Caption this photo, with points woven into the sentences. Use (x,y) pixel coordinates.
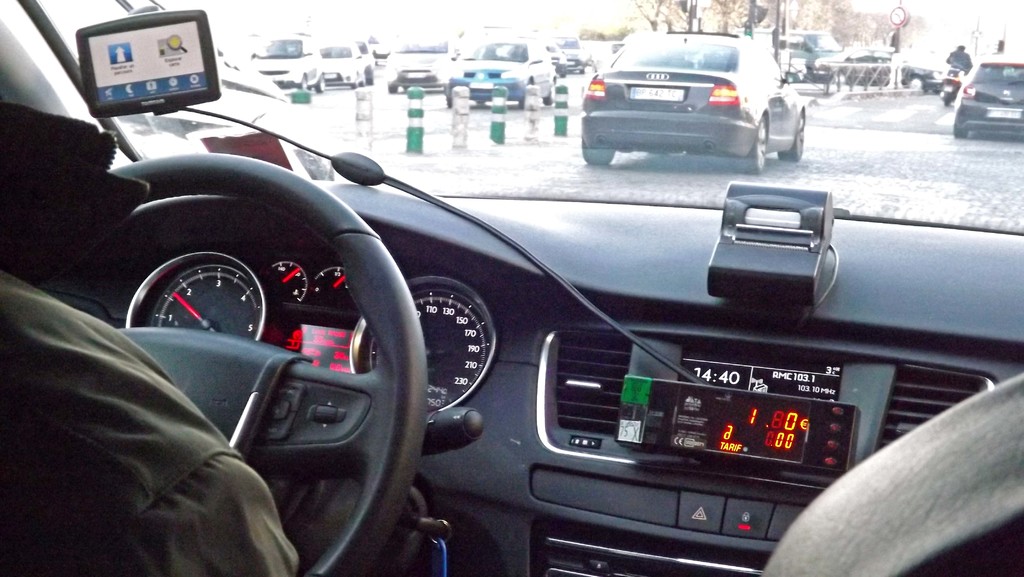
On the left side of the image (119,112) we can see display (163,62) and car steering (235,345). On the right side of the image (899,427) we can see air conditioner (594,406) and indicator (777,440). In the background (677,138) there are cars (663,137), poles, sign board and trees (678,25).
